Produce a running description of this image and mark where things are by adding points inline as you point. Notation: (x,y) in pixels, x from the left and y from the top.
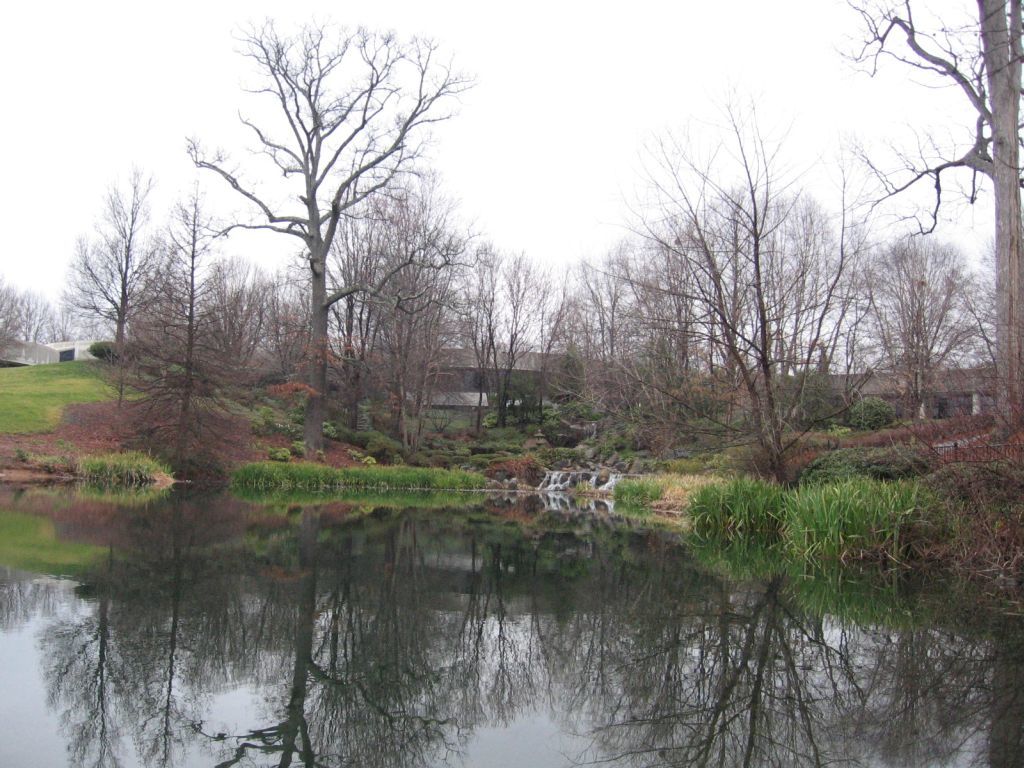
In this image I can see water (454,598), at back (414,453) I can see trees (800,526) in green color. I can also see few dried trees (909,369) and sky (608,152) in white color.
